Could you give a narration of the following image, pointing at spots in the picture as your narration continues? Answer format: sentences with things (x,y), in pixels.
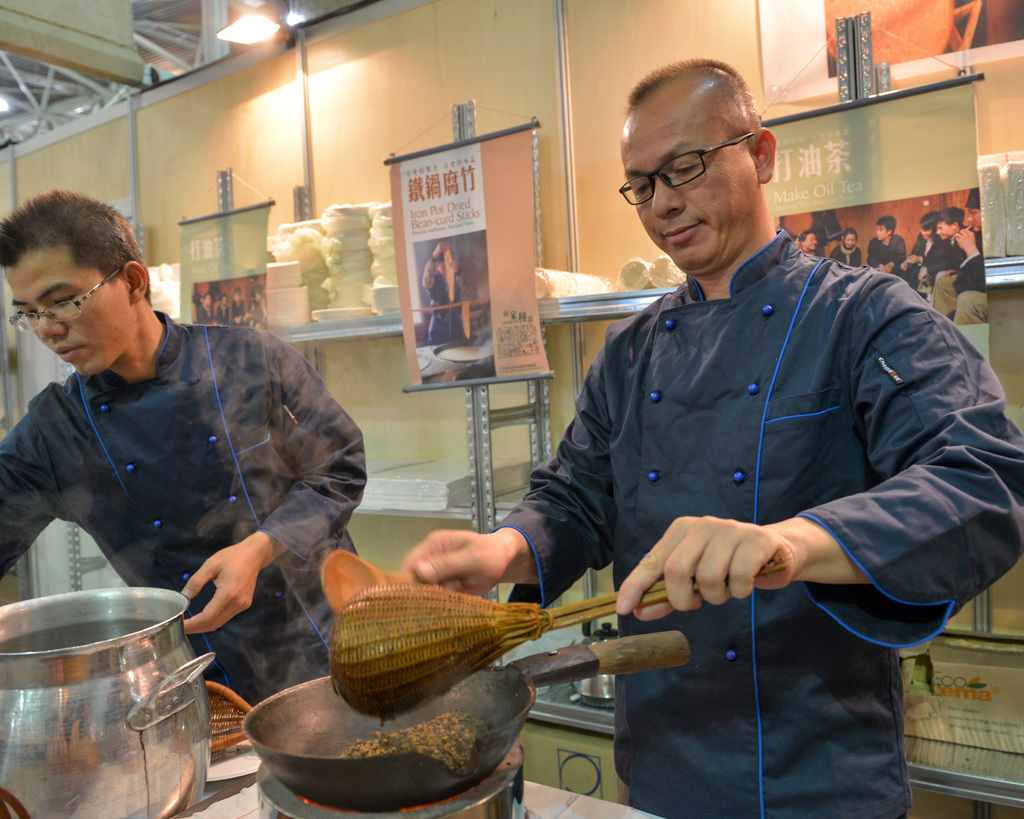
In this picture there are two persons (157,444) standing and holding the object (596,612). There are utensils (355,720) on the table (552,806). At the back (307,262) there are plates (297,229) and tissues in the shelf (505,427) and there is a cardboard (1019,668) in the shelf (986,806) and there are posters (506,276). At the top (279,30) there are lights (261,25).
